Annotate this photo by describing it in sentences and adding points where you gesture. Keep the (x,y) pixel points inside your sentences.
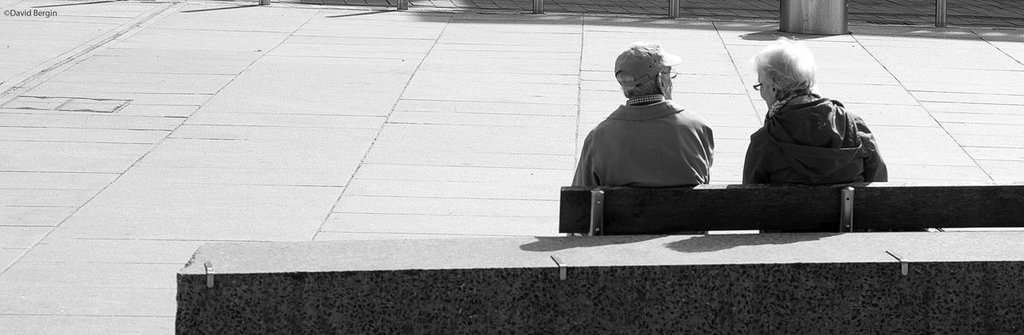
In the image we can see there are people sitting on bench (679,214) and the image is in black and white colour.
